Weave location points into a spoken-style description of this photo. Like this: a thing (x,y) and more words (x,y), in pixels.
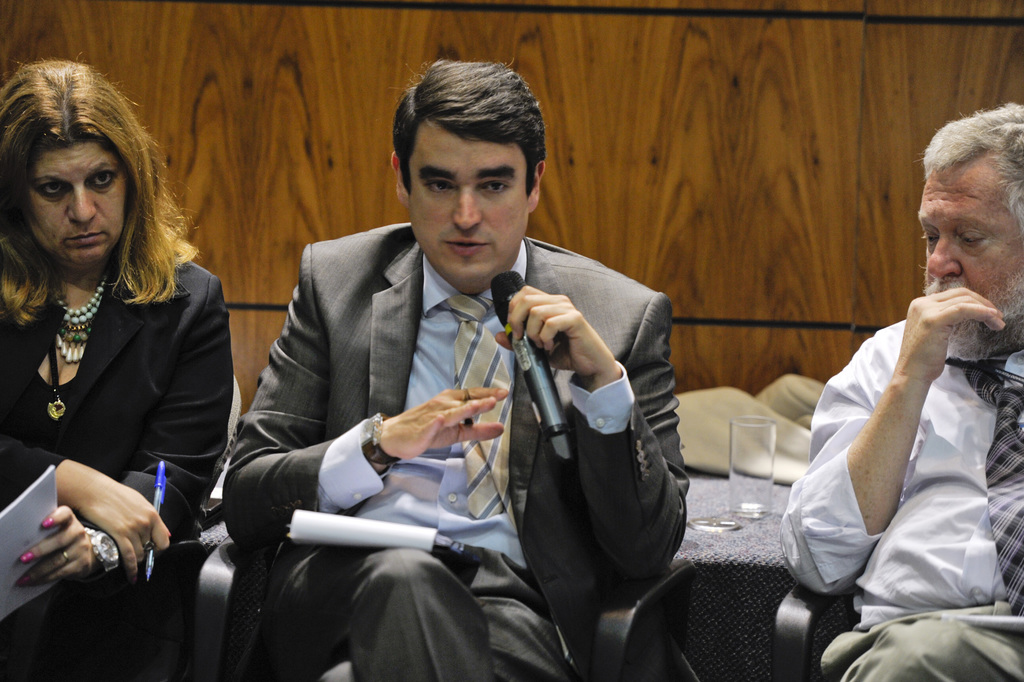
In this picture I can observe three members (172,282) sitting on the chairs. Two of them are men (451,343) and one of them is a woman (132,352). One of the man (447,386) is holding a mic (533,364) in his hand (577,335). In the background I can observe wall (352,107).
